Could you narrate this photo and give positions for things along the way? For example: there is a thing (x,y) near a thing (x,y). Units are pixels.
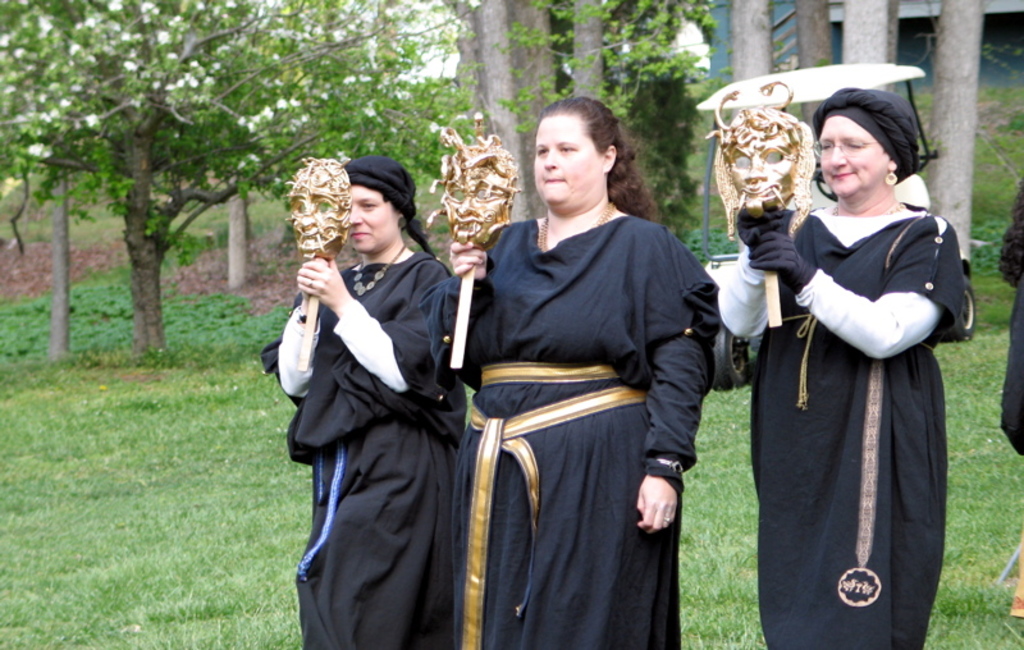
In the image we can see there are women (543,446) standing and they are holding a mask stick (805,177) in their hand (773,263).
